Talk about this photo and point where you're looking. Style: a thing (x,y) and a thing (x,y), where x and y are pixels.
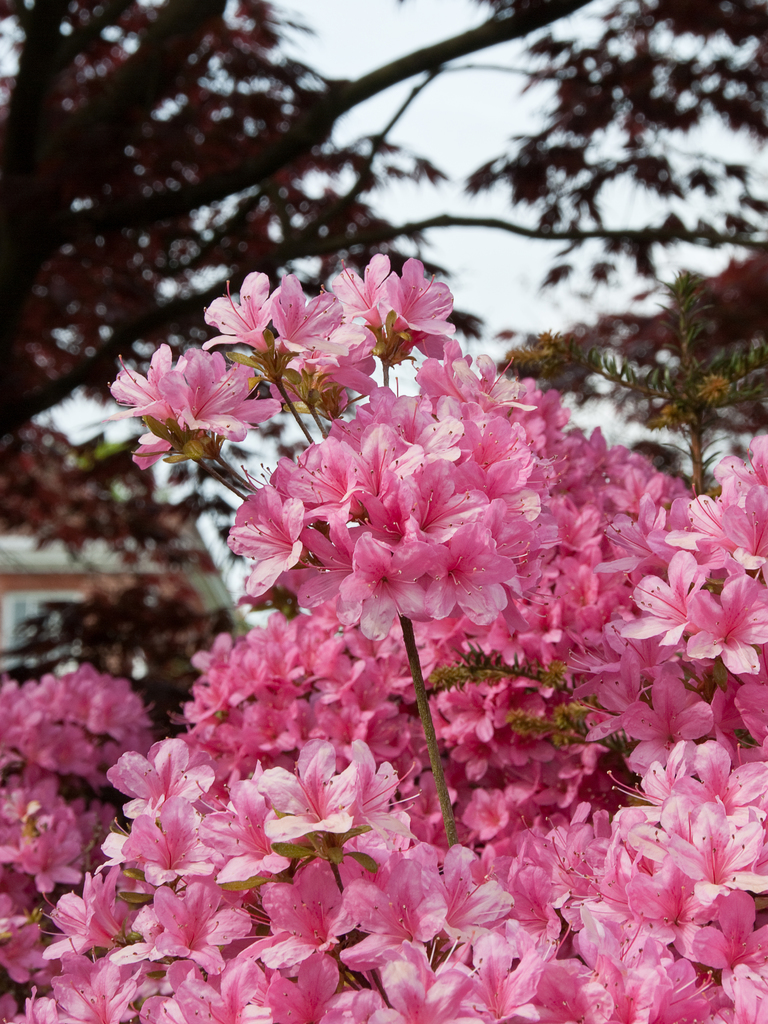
In this image I can see pink color flowers (417,737). In the background (215,236) I can see trees (319,138) and the sky (458,101).
